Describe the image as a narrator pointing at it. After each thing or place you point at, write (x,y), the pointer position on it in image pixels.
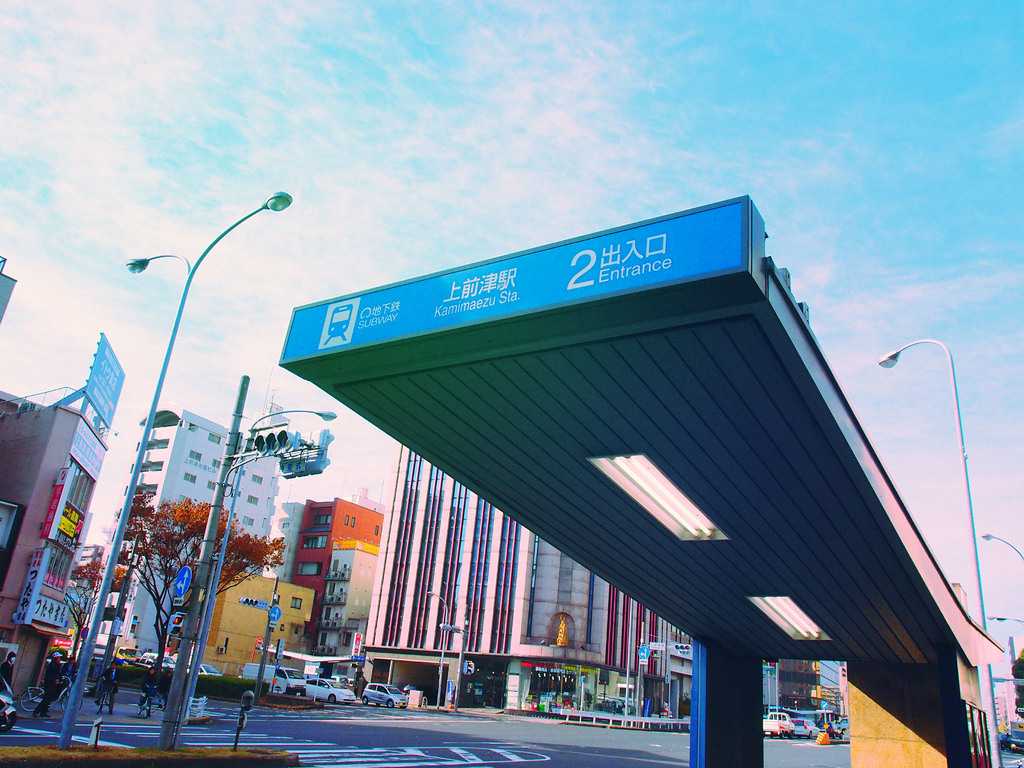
This picture shows buildings (329,599) and we see a tree (225,568) and a few pole lights (221,555) and we see a pole (209,573) with traffic signal lights (295,450) and we see few vehicles (771,730) on the road (774,743) and we see a blue cloudy sky (801,136).
